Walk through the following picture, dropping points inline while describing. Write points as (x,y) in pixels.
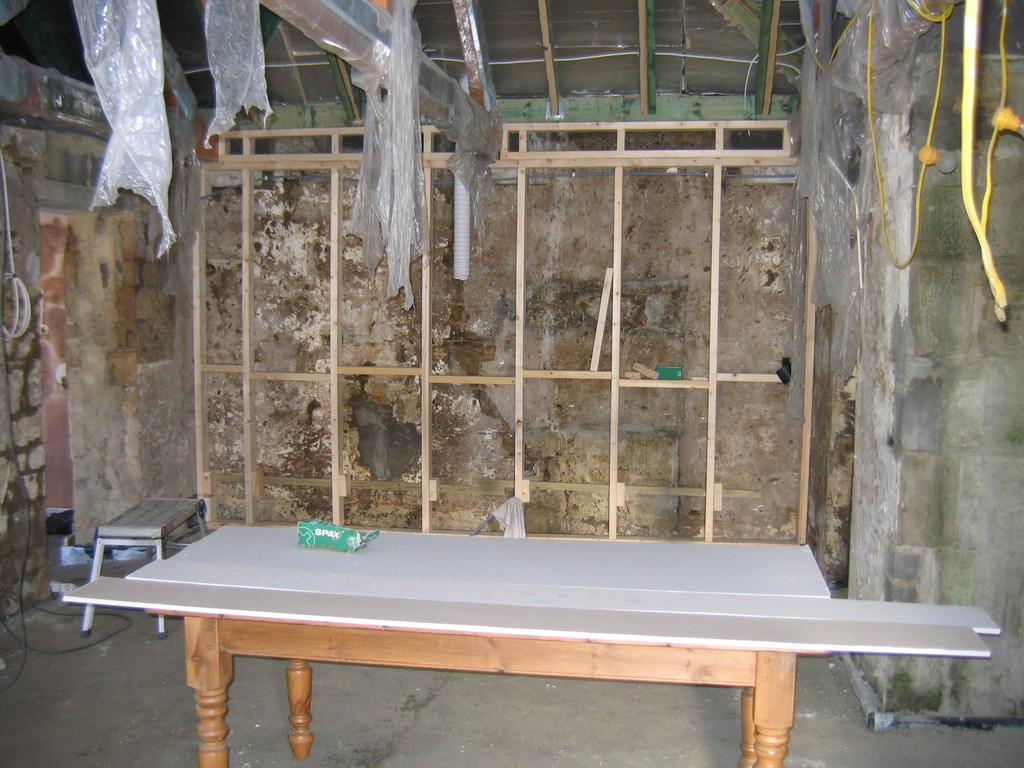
In this image I can see a brown colored table (608,655) on which I can see a white colored sheet (495,591). In the background (371,353) I can see few plastic covers (377,155), the wall (360,339), few wooden sticks (519,496) attached to the wall (511,320), few wires (14,278), a white colored bench (127,537) and the ground (513,704). I can see few yellow colored objects (993,265).
